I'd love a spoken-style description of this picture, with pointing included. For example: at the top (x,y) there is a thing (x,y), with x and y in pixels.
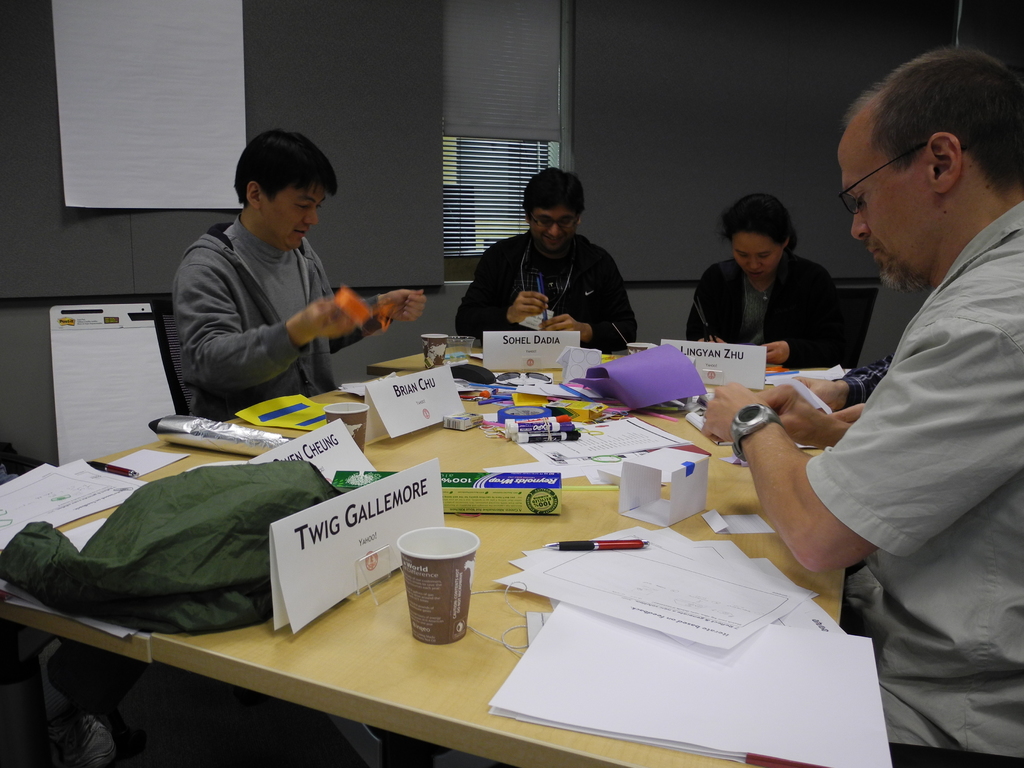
In this image there are five people (869,248) sitting on the chair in front of the table (484,522) on which bag (206,506), paper (564,469), glasses (463,552) and other materials (513,487) are kept. The background wall (357,97) is of ash in color. And window (550,90) is visible and a curtain blind (502,50) is visible. This image is taken inside a room (487,100).
